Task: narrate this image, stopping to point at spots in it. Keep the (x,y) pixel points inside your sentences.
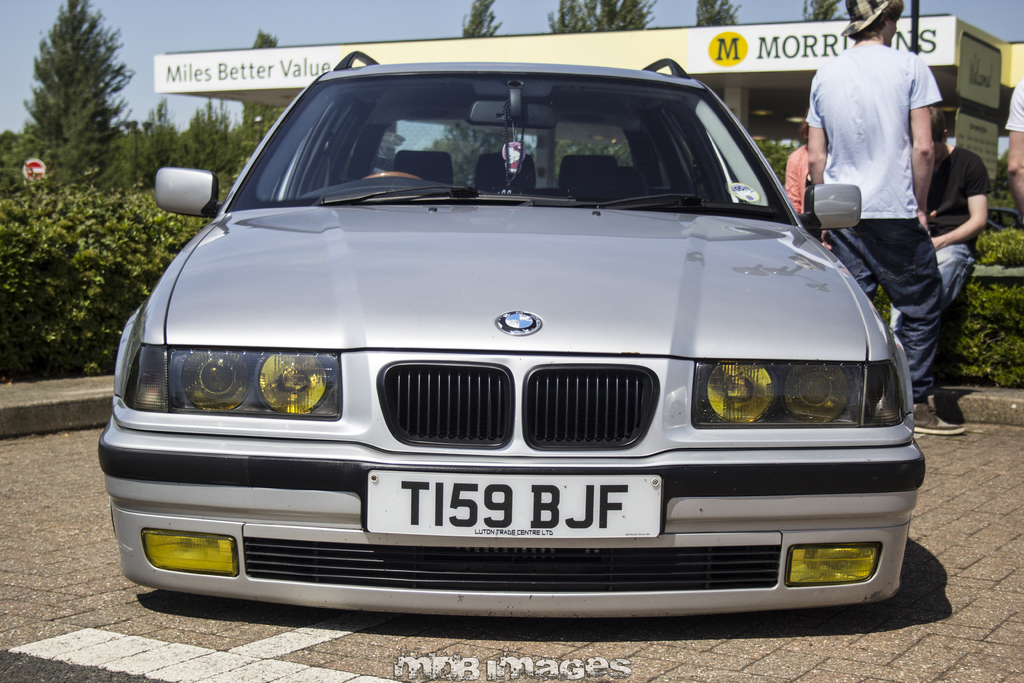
In this picture we can see a car (578,369) in the front (569,371), in the background (62,220) there are some trees (58,129) and plants (102,250), we can see some people (951,210) standing on the right side (975,197), there is a shed (742,80) here, we can see the sky (220,31) at the top of the picture (202,27).
